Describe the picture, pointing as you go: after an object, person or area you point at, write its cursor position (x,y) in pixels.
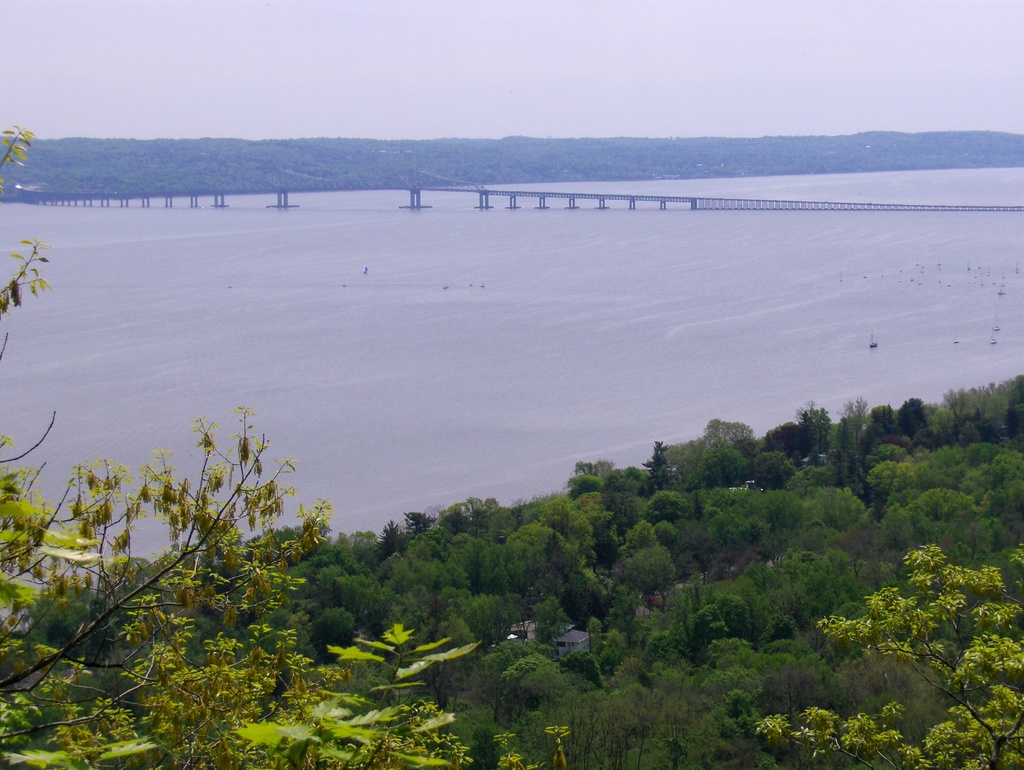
In this image we can see a river (567,359) is flowing. There are many trees (626,627) in the image. There is a bridge (734,201) over the river (334,204).
